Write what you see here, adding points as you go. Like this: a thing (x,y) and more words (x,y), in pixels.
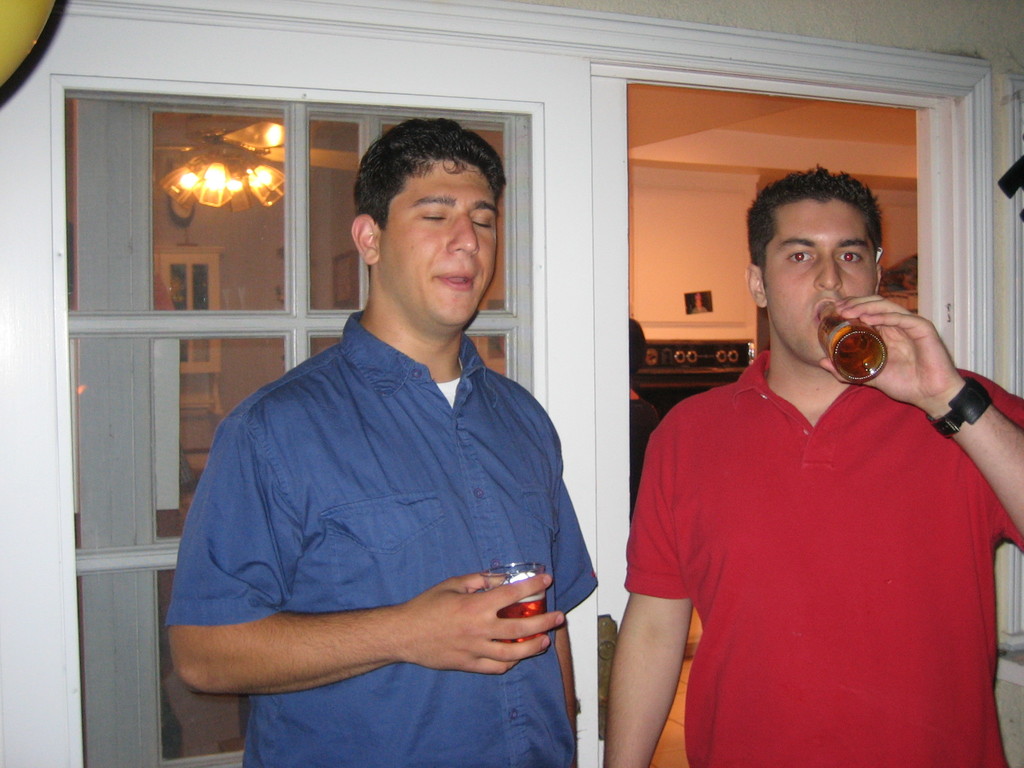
In this picture there are two men (676,618) holding drinks (860,350), standing in front (676,636) and one looking to the camera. Behind we can see the white window glass (531,160). In the background (636,158) there is a room (712,183), wall (669,191) and hanging light (219,195).
